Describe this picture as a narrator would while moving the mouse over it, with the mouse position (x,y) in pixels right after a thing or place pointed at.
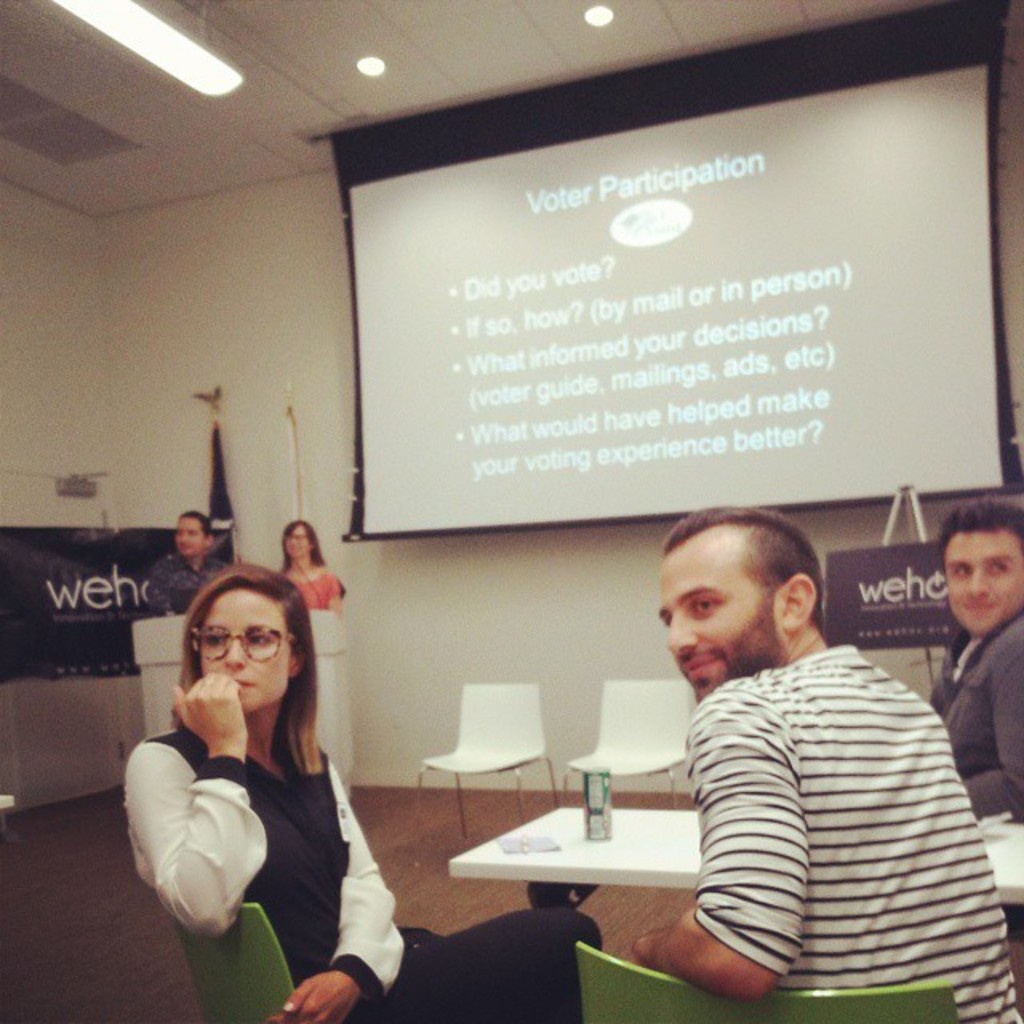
It is a conference room (28,482), some people (770,782) are sitting around a table (571,814) and behind them there is a projector (564,463). In front of the projector (611,407) two people (308,583) are standing in front of another table (315,630) and in the background (263,429) there is a wall (73,406).
